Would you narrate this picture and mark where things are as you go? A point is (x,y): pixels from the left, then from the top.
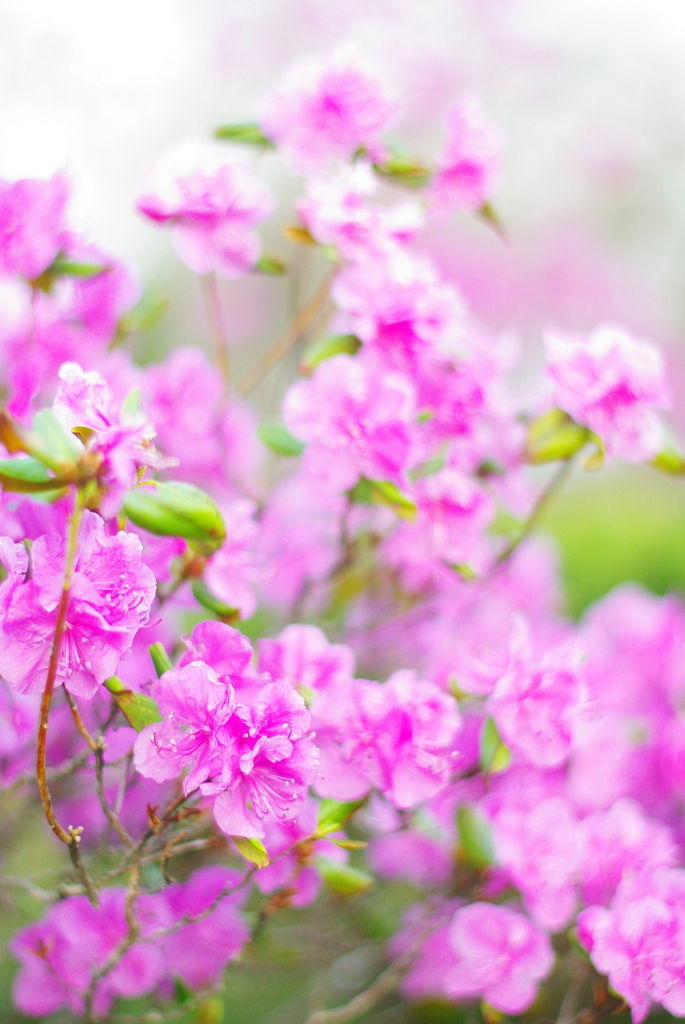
In this image there are pink flowers (240,245), in the background (12,132) it is blurred.
